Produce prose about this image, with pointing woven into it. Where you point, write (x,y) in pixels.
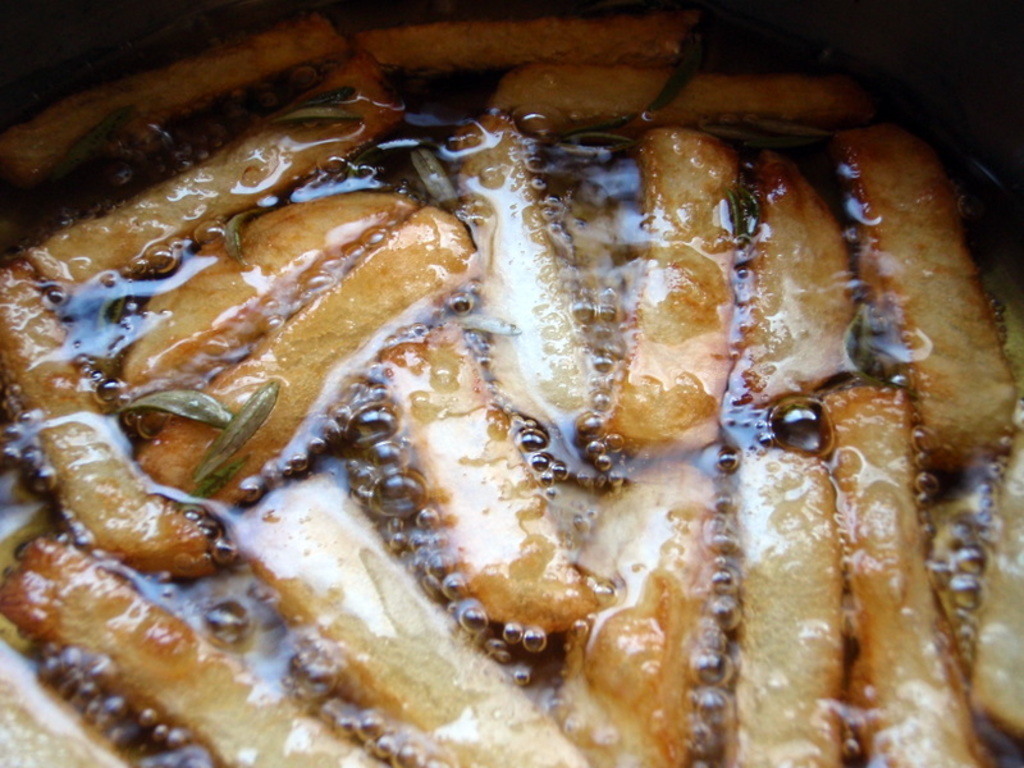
In this picture we can see food (488,519), oil (535,446) and in the background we can see it is dark.
